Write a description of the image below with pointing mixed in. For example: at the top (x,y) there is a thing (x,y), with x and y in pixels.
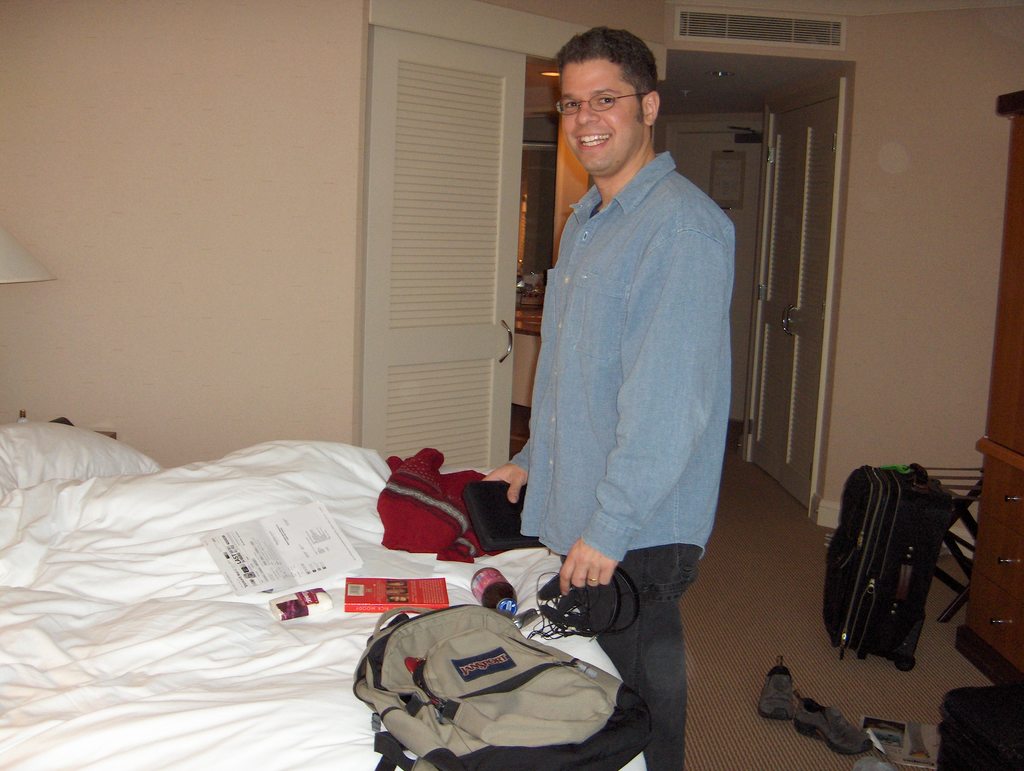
In this image I see a man (601,128) who is smiling and standing in front of a bed (241,760) and on the bed (275,481) I see a bag (634,715) and few things (214,546) on it. In the background (261,419) I see the wall (261,419), door (713,150), cupboard (1008,634) and another bag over here and I can also see pair of shoes (787,673).
